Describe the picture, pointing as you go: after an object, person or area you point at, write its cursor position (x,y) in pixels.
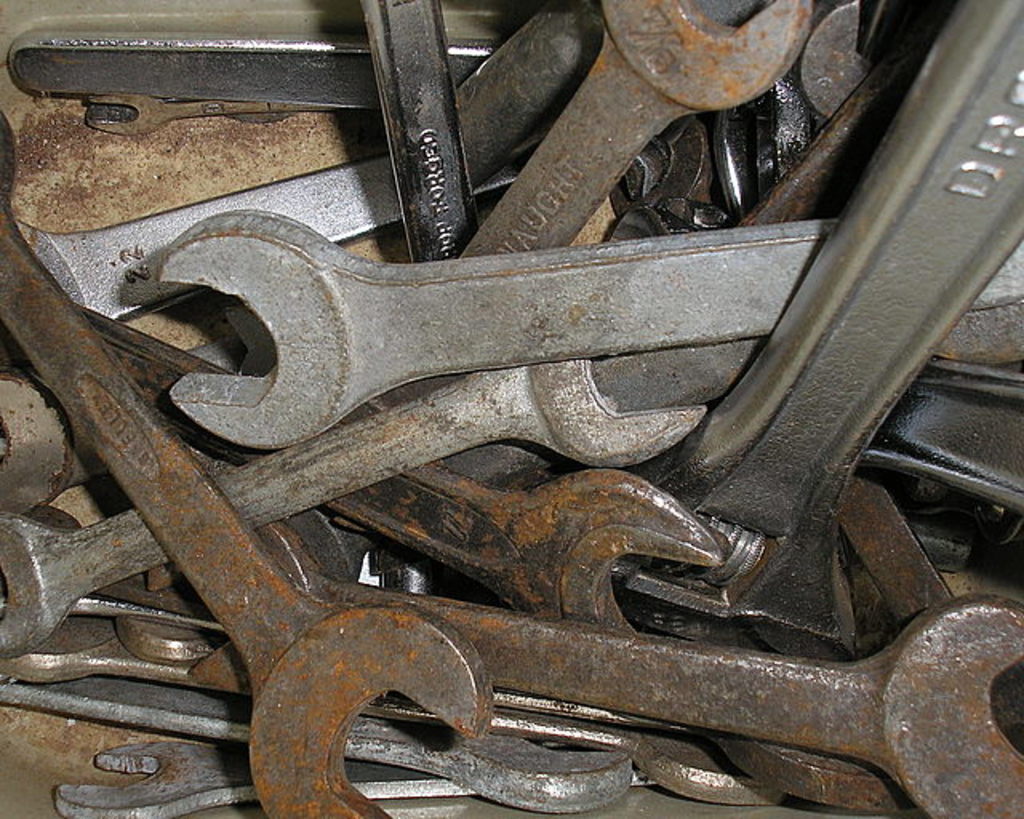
In this picture there are iron tools (348,662) in a box (147,148). Few tools (399,416) are rusted.
